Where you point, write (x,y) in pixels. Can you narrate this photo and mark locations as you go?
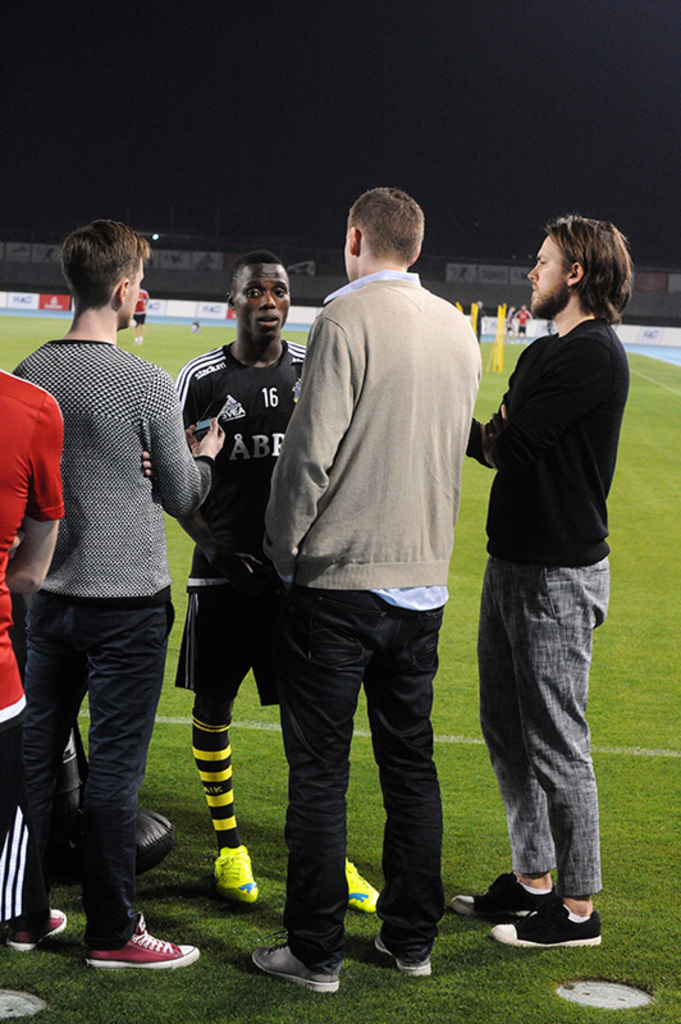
In this image we can see the people (352,506) standing on the ground (454,857). In the background (175,308), we can see the wall (463,292) with banners (37,301) and few objects (502,350) on the ground (305,340).
